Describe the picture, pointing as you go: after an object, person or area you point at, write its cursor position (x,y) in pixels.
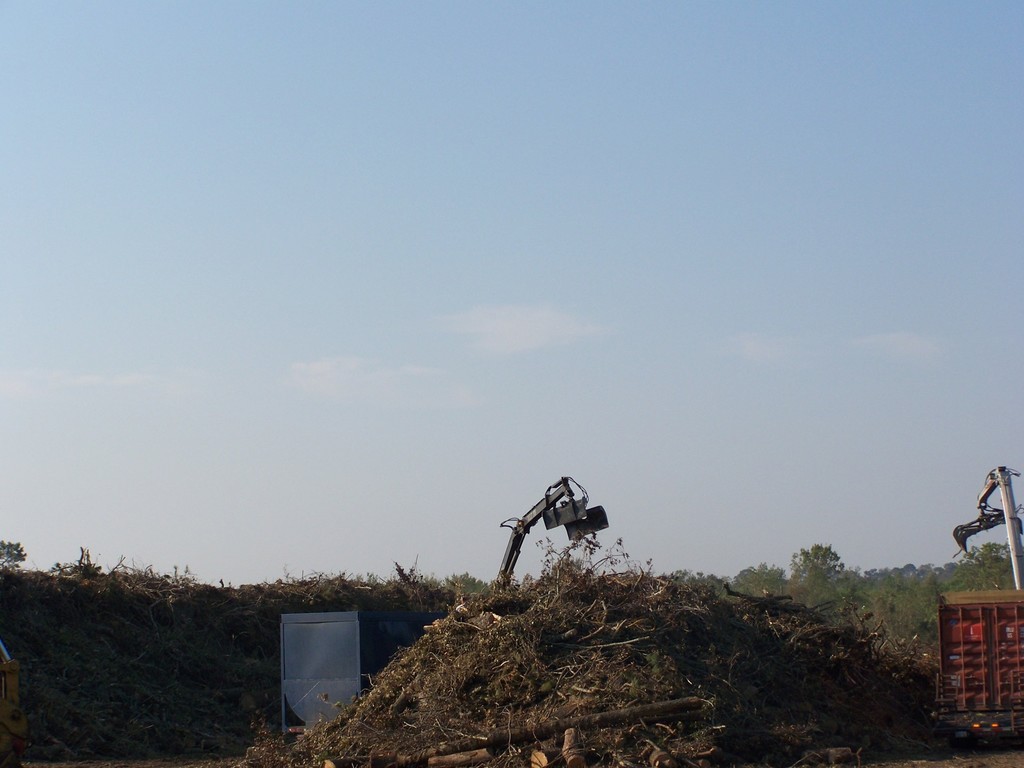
In this image I can see two cranes (596,521), in front (607,696) I can see dried grass (313,746). Background (908,600) I can see plants (844,578) in green color and the sky (530,312) is in white and blue color.
